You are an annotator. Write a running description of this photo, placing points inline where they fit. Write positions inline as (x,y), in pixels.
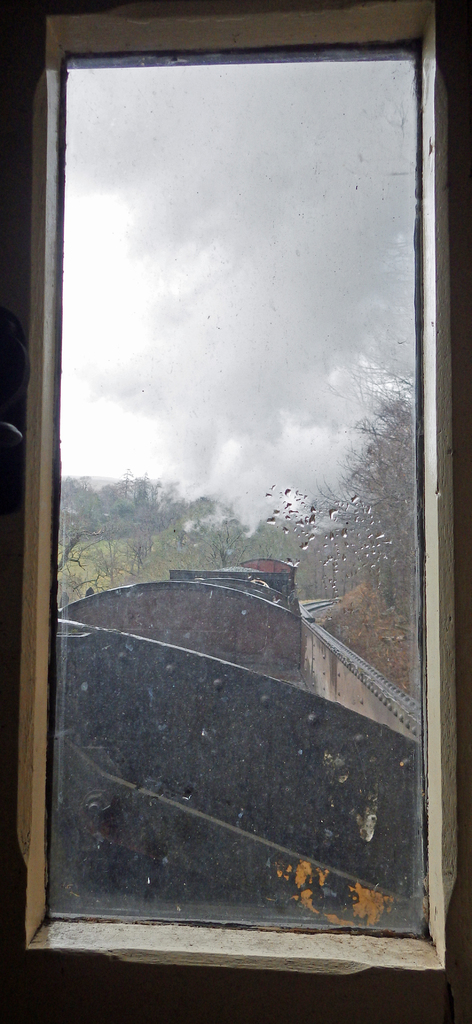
In this image I can see the glass window (190,295). Through the window (95,316) I can see the train (192,715), trees (242,537) and the sky (212,261).
